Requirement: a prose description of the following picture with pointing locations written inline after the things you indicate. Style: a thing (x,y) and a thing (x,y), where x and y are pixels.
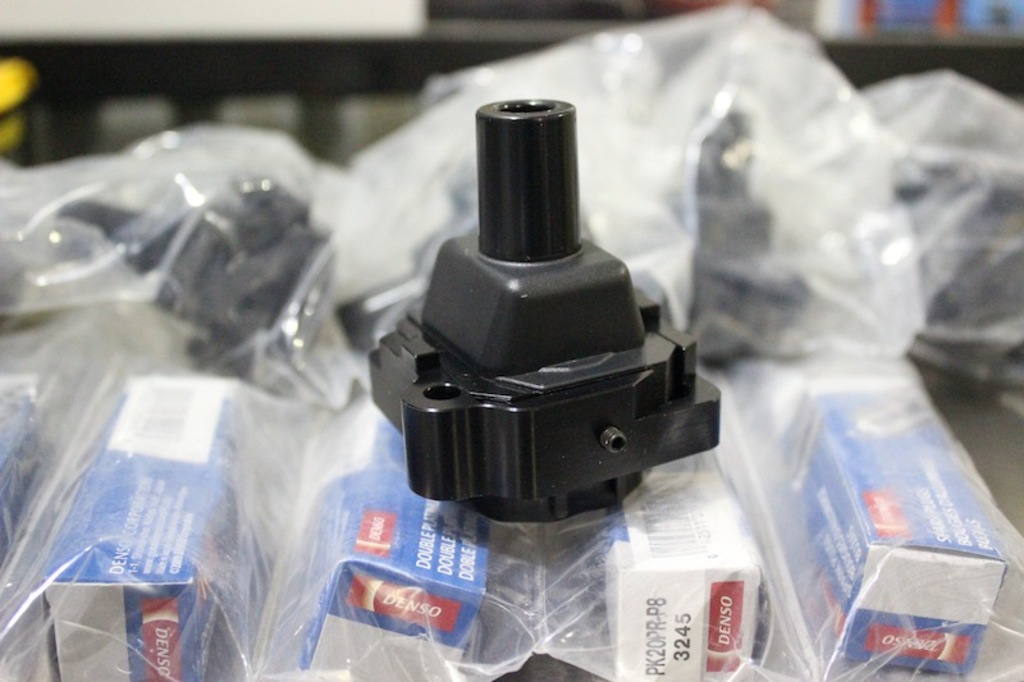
In the center of the image (436,285), we can see an object (488,309). In the background (137,41), there is a wall (425,71) and we can see some objects (896,13). At the bottom (229,483), there are boxes (133,442) and some objects (736,243) which are packed.
